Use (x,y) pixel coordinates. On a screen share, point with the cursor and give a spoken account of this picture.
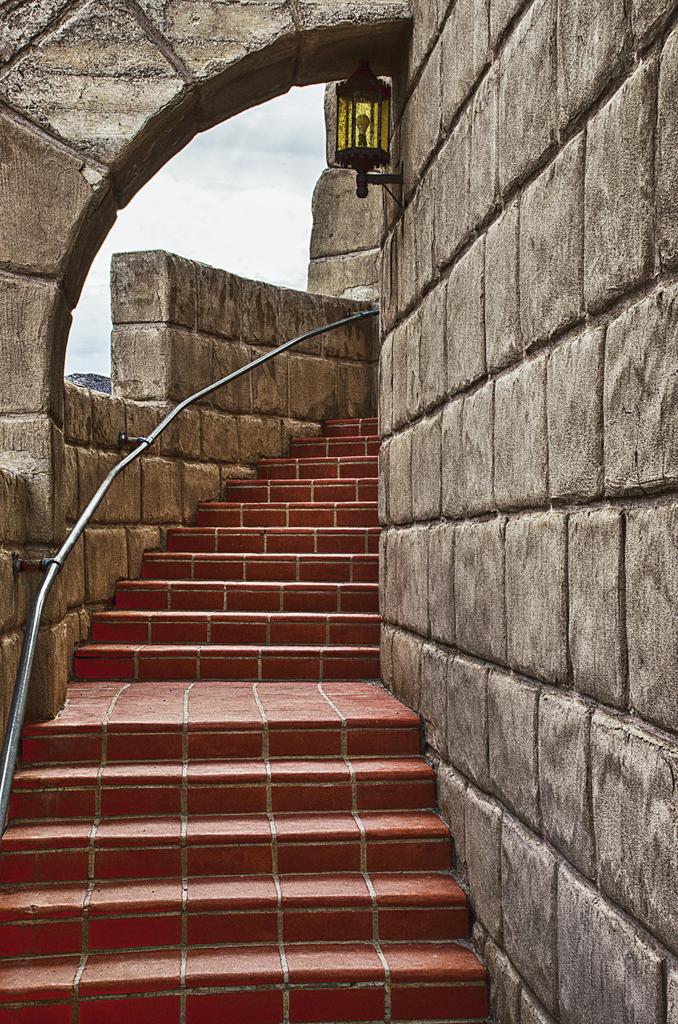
In the foreground of this image (307,823), there are stairs (286,553). On the right (500,447), there is a wall (465,195) and a lamp (383,131). On the left (158,437), there is a silver color railing (29,626) to the wall (244,397). In the background (264,160), there is the sky (249,163).
